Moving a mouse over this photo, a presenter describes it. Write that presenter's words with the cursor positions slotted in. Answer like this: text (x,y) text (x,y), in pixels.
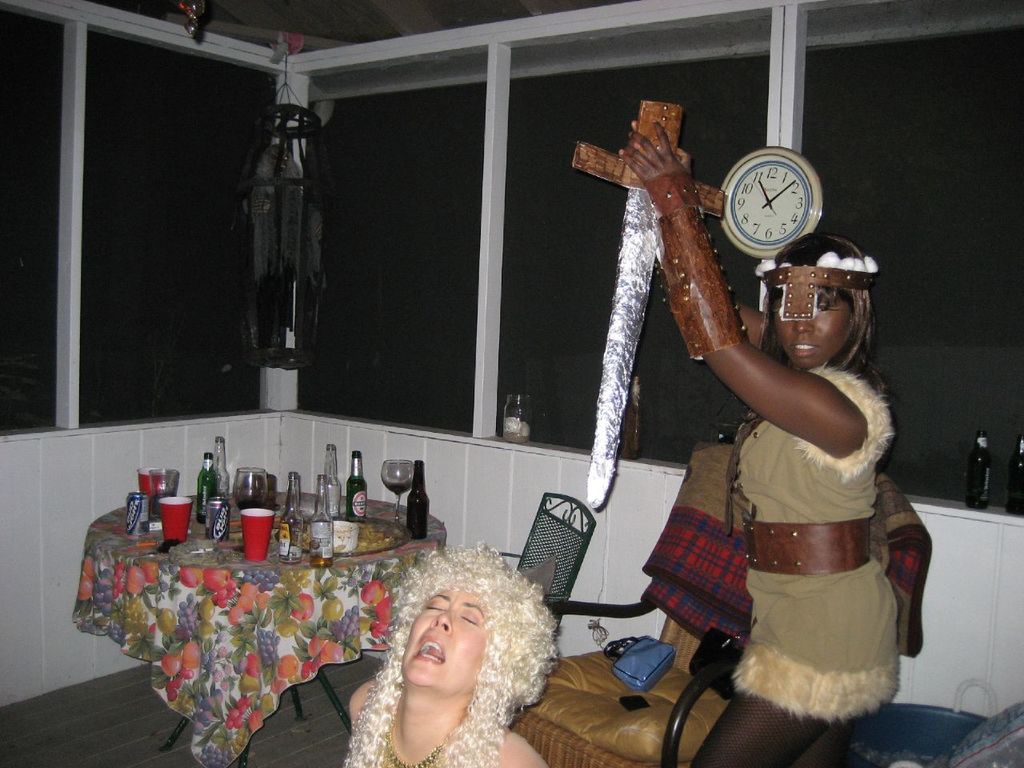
In this image there is a woman (839,443) standing, she is holding an object (630,281), there is a woman (469,623) towards the bottom of the image (486,600), there are chairs (565,560), there is an object (651,668) on the chair (619,711), there is a table (332,688), there is a cloth (293,636) on the table (317,528), there are objects (264,516) on the cloth (185,681), there is a wall clock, there are objects (978,740) towards the right of the image (990,683), there are glass windows (478,211), there is a wall (72,470), there is an object (281,186) hanging, there is an object (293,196) towards the top of the image (193,22), there is a wooden floor (76,724) towards the bottom of the image (126,719).
